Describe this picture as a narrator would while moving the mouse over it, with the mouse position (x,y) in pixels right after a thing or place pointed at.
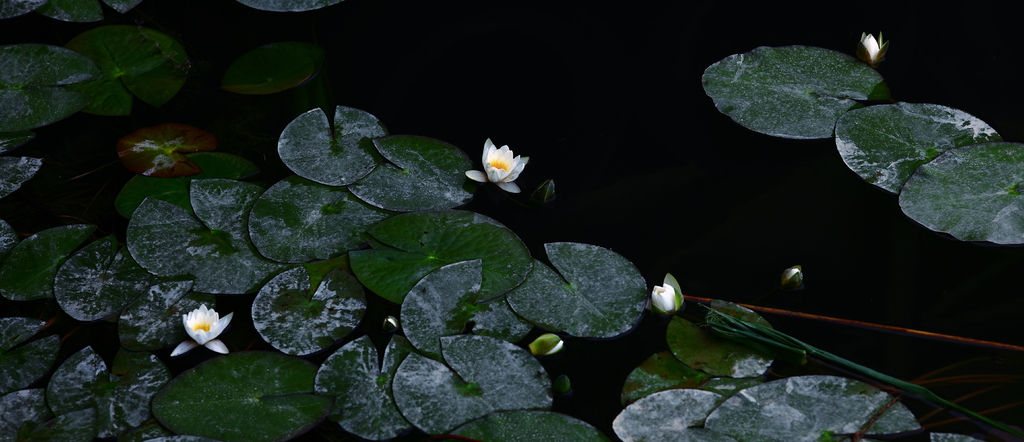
In this image, I can see the leaves (481,299) and lotus flowers (494,175), which are floating on the water (518,122).
